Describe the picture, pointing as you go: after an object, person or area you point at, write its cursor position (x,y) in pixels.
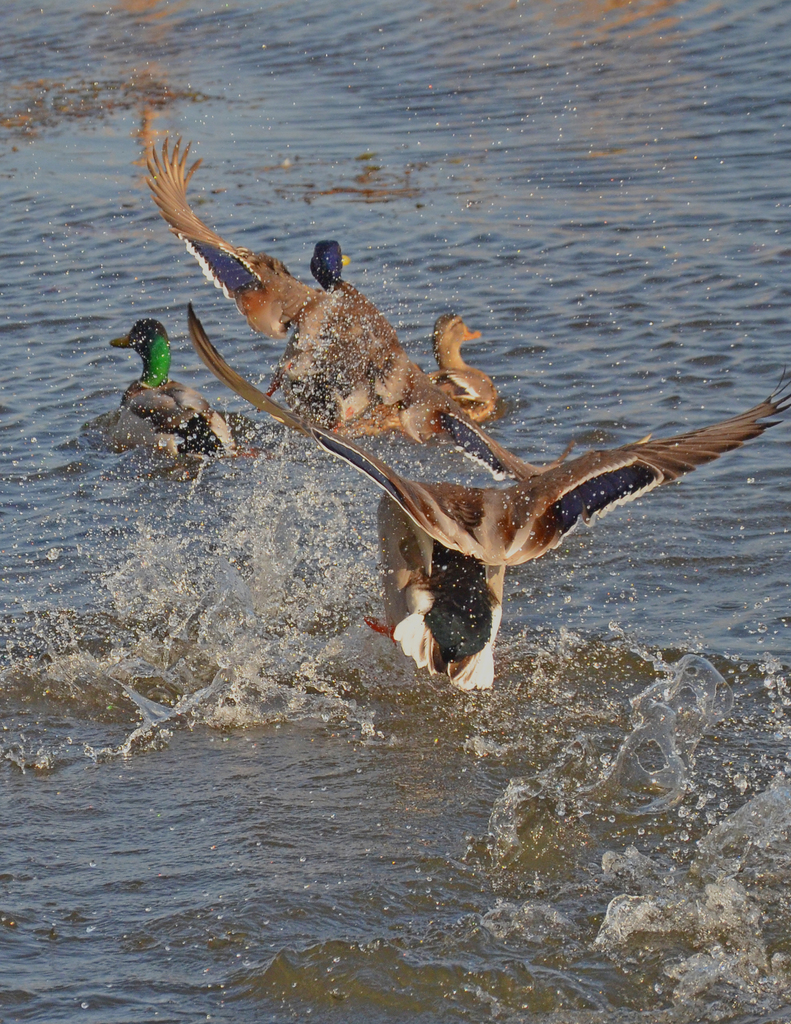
In this image we can see two birds (342,454) flying. In the background (178,388) we can see the birds (453,383) in the water (615,615).
